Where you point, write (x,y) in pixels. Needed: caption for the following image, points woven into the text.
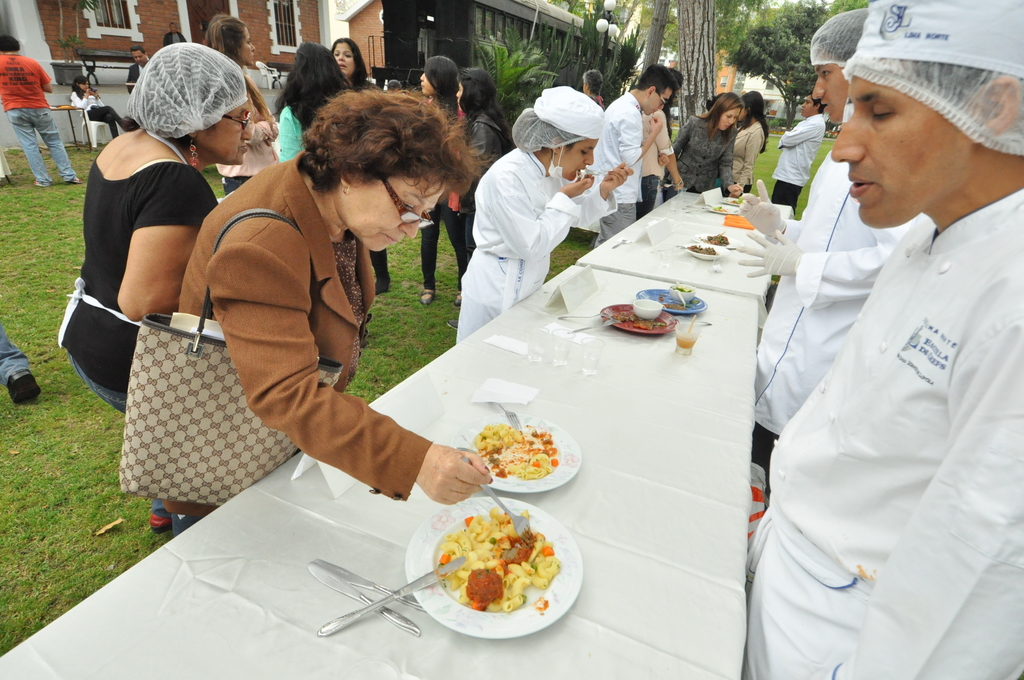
In the image we can see there are many people (327,148) standing and one (94,99) is sitting on chair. This is a table (594,499) on which plate (548,612) is kept, in the plate (517,616) there is a food (504,574), we can even see knife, spoon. There are many trees (595,38) around, building (107,98) and light lamp (598,25).
